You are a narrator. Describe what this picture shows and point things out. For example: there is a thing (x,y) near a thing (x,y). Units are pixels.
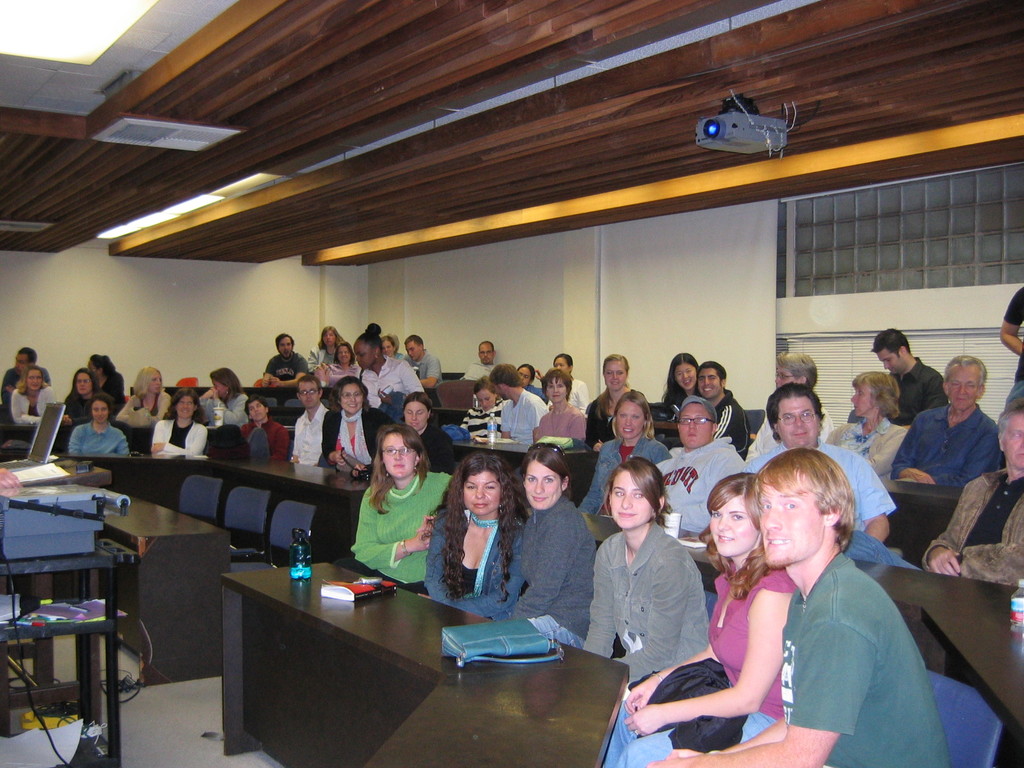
In the image we can see there are lot of people (920,706) who are sitting on chair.
